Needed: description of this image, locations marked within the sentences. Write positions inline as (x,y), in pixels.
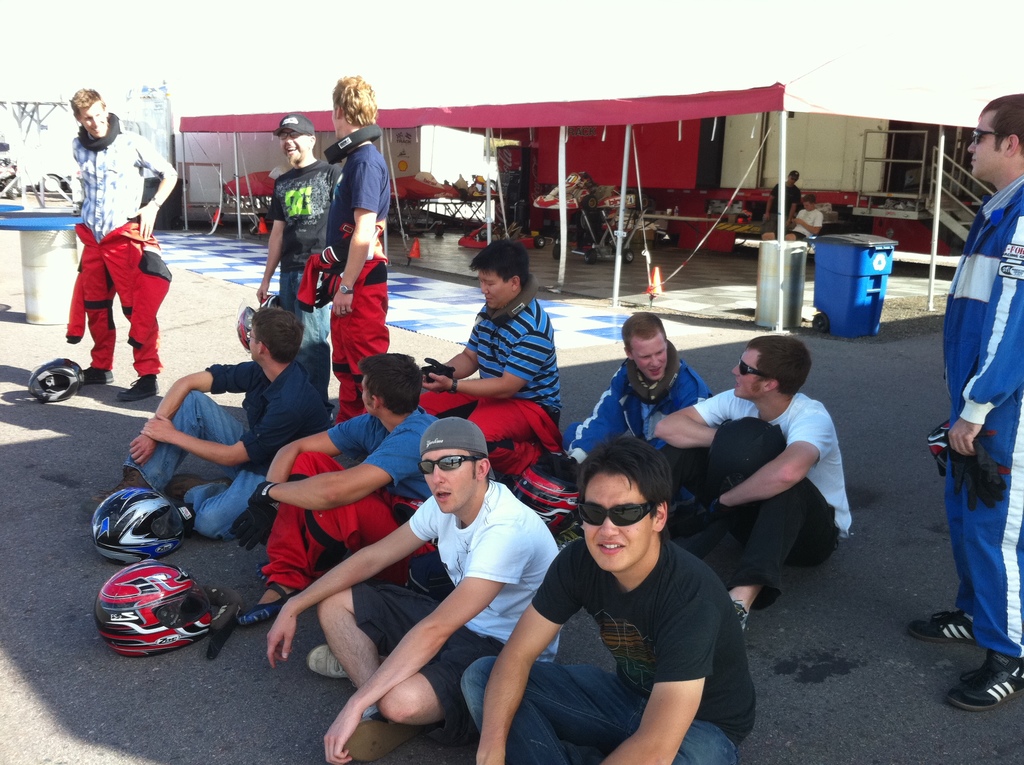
In this image I can see group of people (941,639) some are sitting and some are standing. In front (387,487) the person (382,426) is wearing blue shirt (396,472), red pant (379,503), I can see few helmets (141,497), background (835,288) I can see a tent (607,111) in red color, few trolleys (548,202), and the dustbin (860,270) is in blue color.
